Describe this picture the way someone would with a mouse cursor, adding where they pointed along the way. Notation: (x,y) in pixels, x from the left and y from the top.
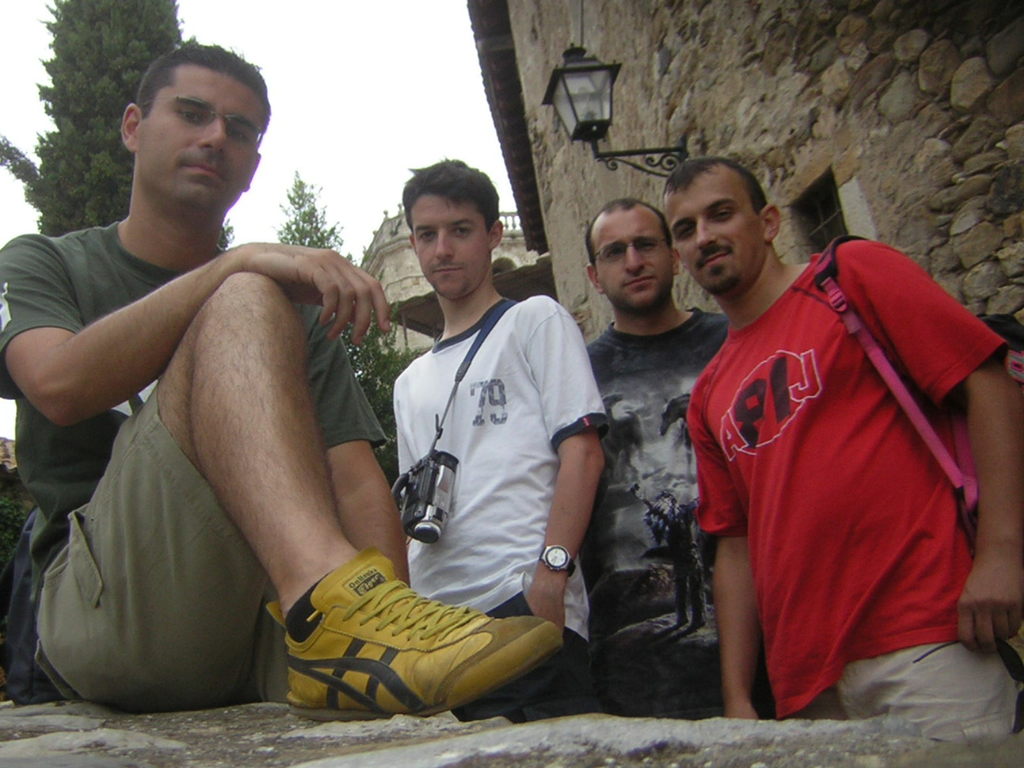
In the image there are a group of men (490,473) posing for the photo and one of the person (466,432) is wearing a camera (451,469) around his shoulders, behind them there are trees (319,205) and on the right side (756,91) there is a wall (615,39) and there is a lamp (599,118) fit to the wall (612,126).
